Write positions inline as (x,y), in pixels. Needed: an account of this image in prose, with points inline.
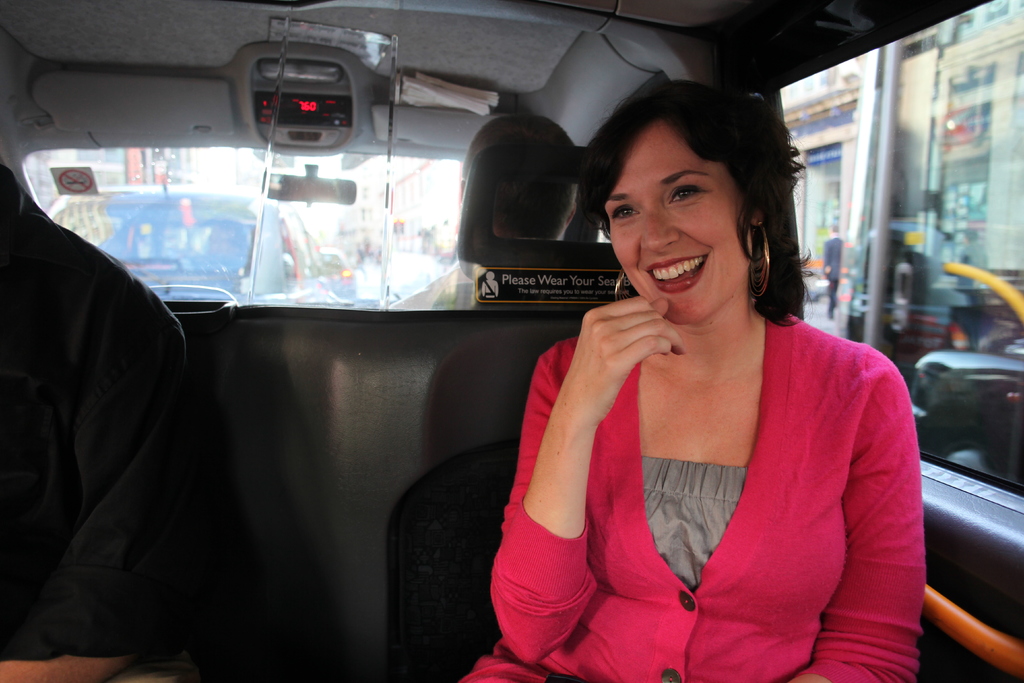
In a picture a woman (544,367) is sitting in a car (339,470) and laughing through the window (162,220) we can see many vehicles (219,204) buildings (922,152) there is a person (149,406) sitting near to the woman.
